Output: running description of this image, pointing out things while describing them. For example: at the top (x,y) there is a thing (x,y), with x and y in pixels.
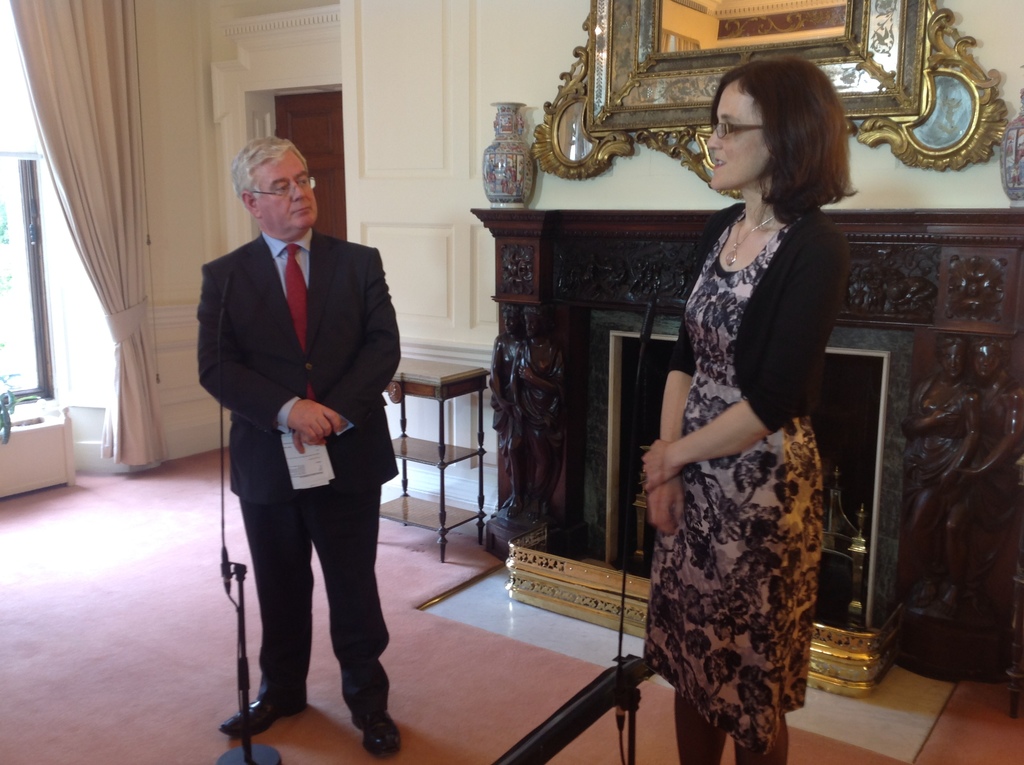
Here I can see a man (322,290) and a woman (795,330) are standing. The woman (731,322) is speaking by looking at the left side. The man (267,349) is looking at her and he is holding a paper (304,464) in the hand (304,431). At the back of these people (729,433) there is a table (467,389) and a fireplace (604,271). In the background (330,137) there is a door (330,150) to the wall (416,173). On the left side (55,141) there is a curtain (114,374) and a metal stand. At the top of the image (714,65) there is a mirror (752,47) which is attached to the wall (479,50). In front of this woman (731,582) there is a metal object (607,710) placed on the floor (438,746).
